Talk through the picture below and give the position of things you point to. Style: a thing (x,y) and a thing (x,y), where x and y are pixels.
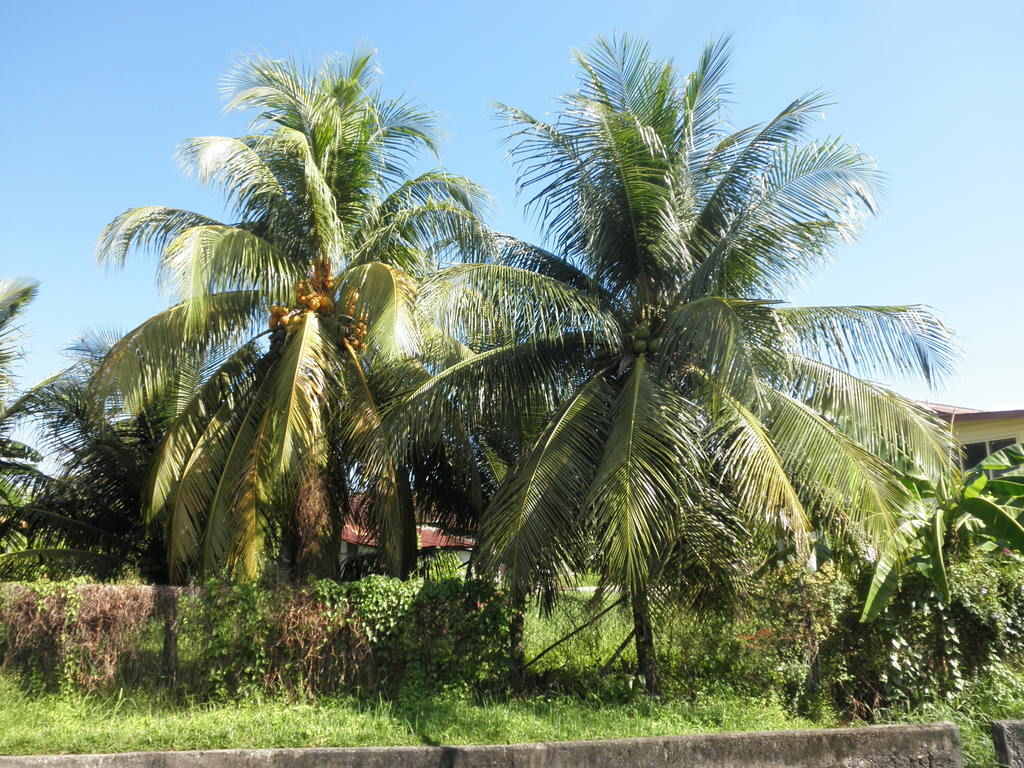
In this image there are trees (711,501), plants (10,642), grass (693,714), buildings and sky (974,166).
